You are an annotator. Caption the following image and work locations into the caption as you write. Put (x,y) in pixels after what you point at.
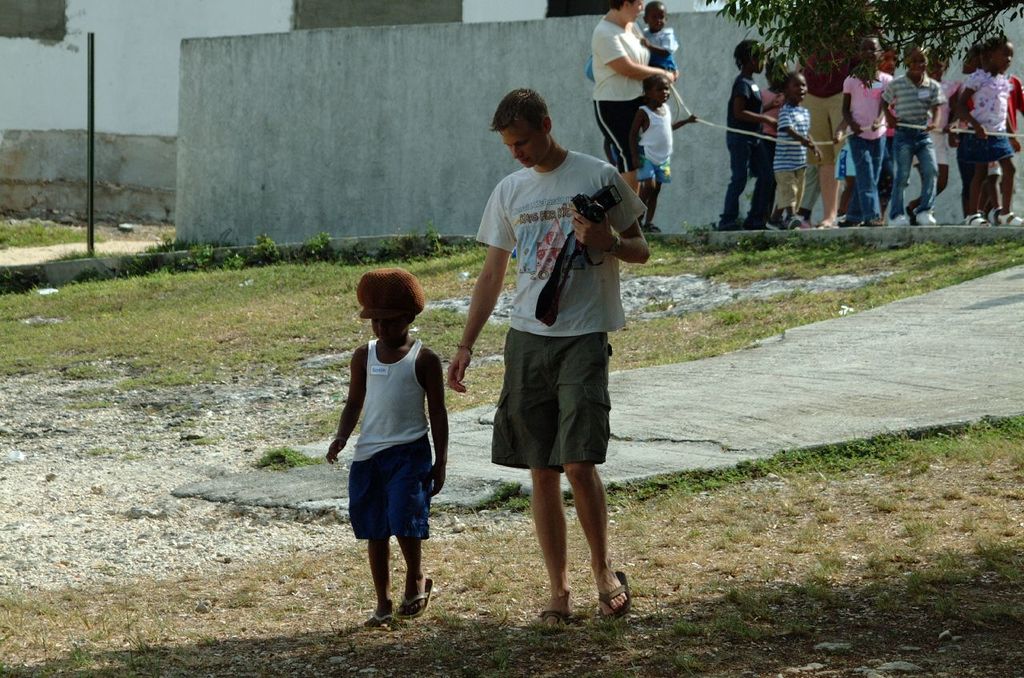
This is an outside view. In the foreground (542,355), I can see a man (523,358) and a boy (398,418) wearing t-shirts (395,406), shorts (398,469) and walking on the ground (632,591). The man (566,233) is holding a camera (593,208) in his hand (605,234). On the right top of the image (877,115) I can see a woman (616,115) and a few children (793,217) are walking towards right side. At the back of these people (784,133) I can see a wall (337,94). On the top of the image (182,20) there is building (254,20) and I can see the leaves (873,20) of a tree (817,24). On the left side (91,215), I can see a pole (89,130) on the ground (97,327).
